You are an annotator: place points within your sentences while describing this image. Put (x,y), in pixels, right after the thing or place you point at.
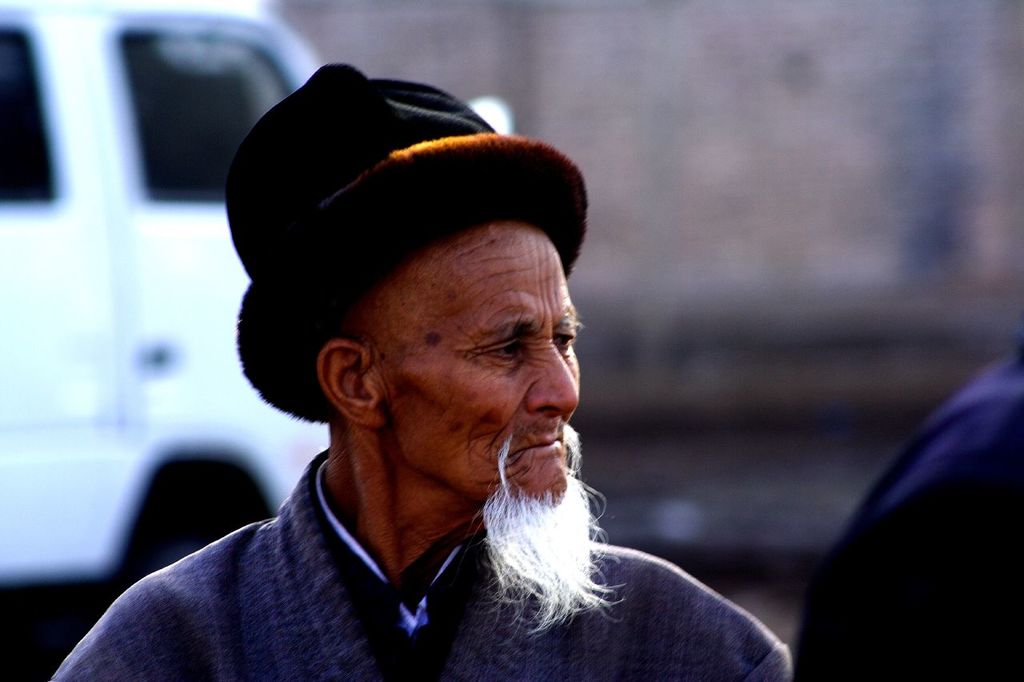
In the center of the image (410,375) we can see a man (536,624). He is wearing a cap (441,234). In the background (152,270) there is a vehicle (142,366). On the right (808,636) there is a person (946,599).
